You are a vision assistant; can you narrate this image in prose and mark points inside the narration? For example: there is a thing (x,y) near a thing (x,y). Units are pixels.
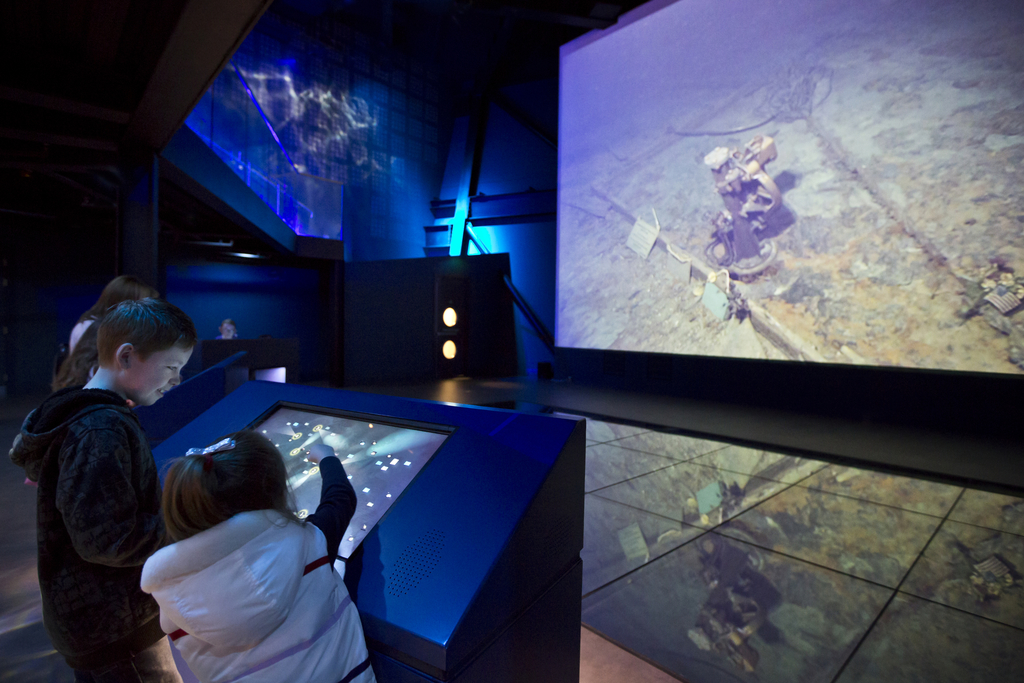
In this picture we can see some persons (102,442) standing on the floor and in front of them we can see screens (804,160), lights (449,307) and in the background (399,145) we can see wall (376,168).
